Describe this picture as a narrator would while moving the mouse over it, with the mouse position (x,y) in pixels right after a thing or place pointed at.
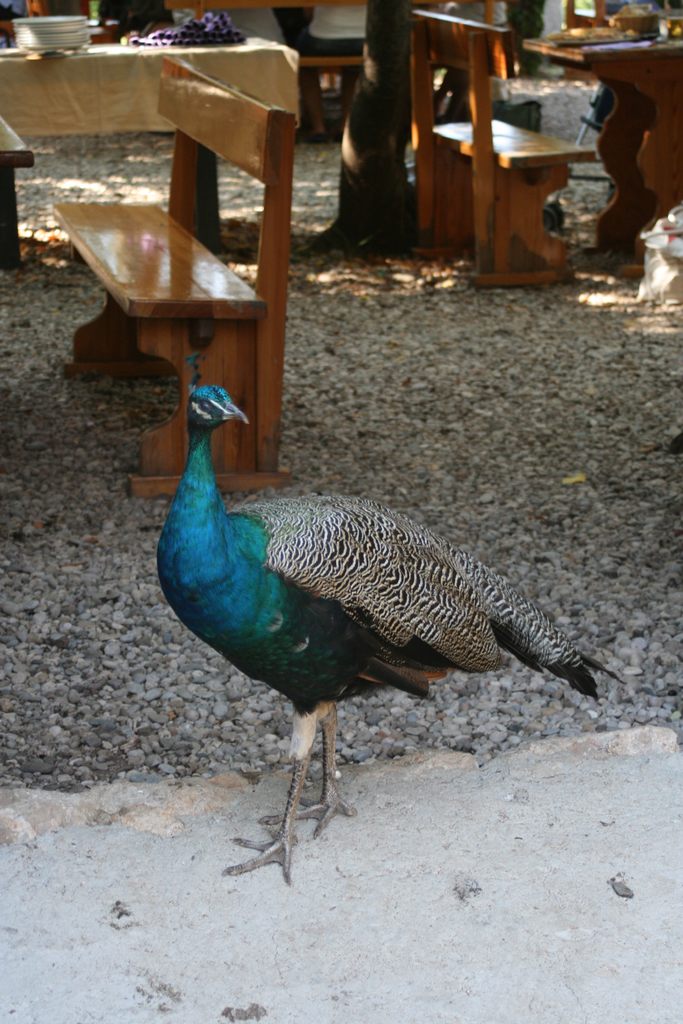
In this image there is a peacock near a bench (292,118) and in back ground (403,183) there is table (91,45), plate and a tree (379,44).
